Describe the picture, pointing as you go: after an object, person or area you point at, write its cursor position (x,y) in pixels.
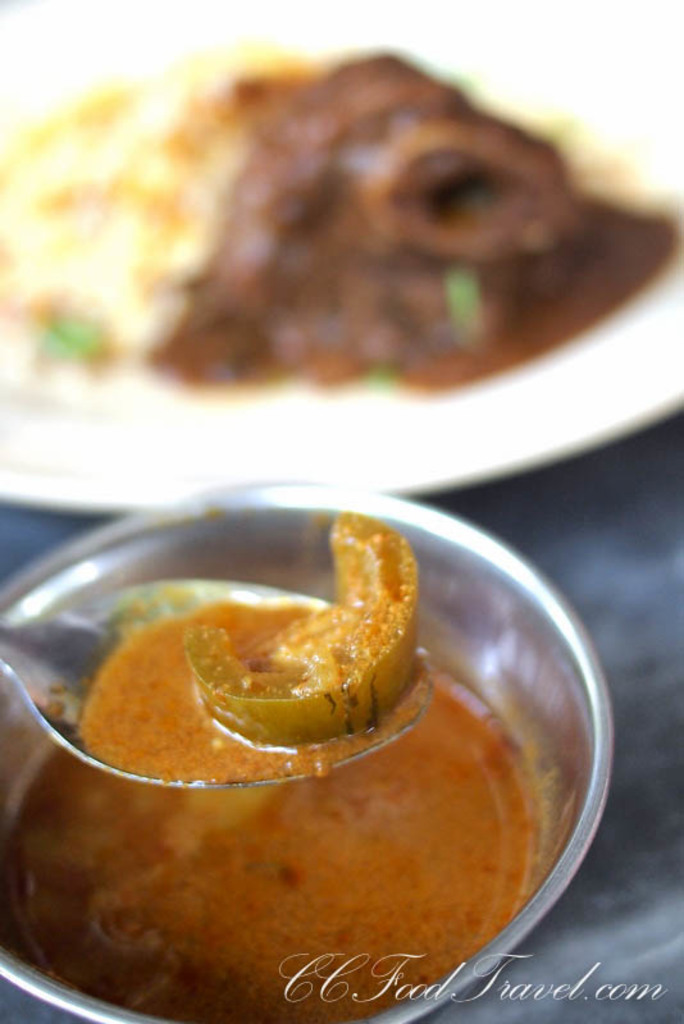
In the center of the image (253,663) we can see a food (253,681) in the spoon (210,677). In the background (286,157) there is a plate (82,430) and bowl (63,565) consists of food (452,702).
